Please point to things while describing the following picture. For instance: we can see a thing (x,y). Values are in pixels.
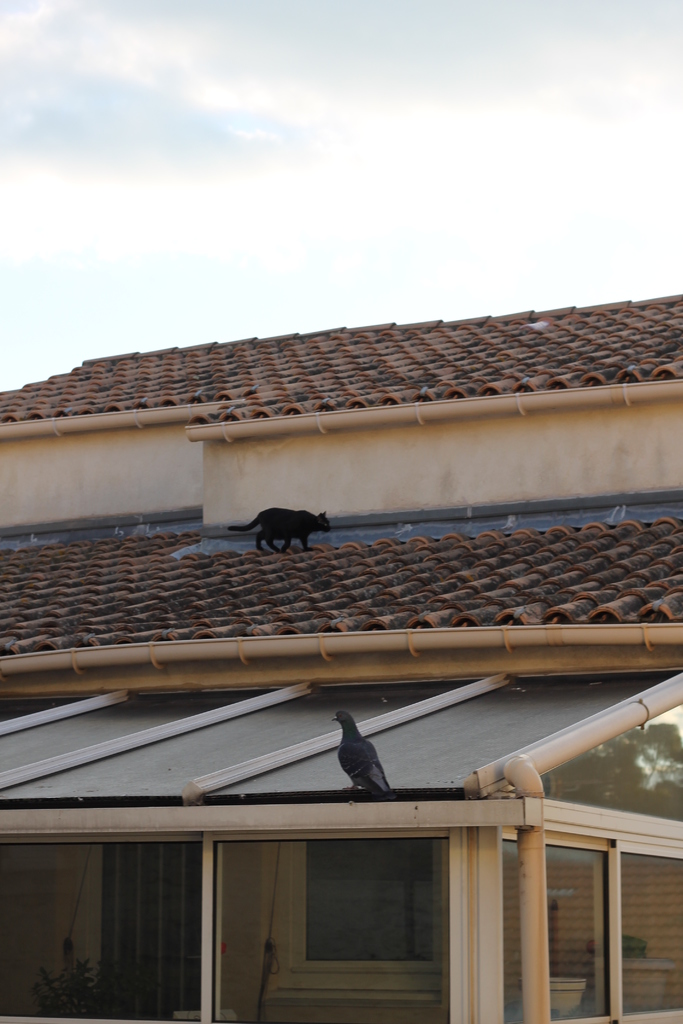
In this picture we can observe a roof (225,605) of the house (180,607). There is a black color cat (303,523) and a bird (344,727) on the roof (303,578) of this house (303,578). In the background (258,117) there is a sky (219,226) with some clouds (220,145).
